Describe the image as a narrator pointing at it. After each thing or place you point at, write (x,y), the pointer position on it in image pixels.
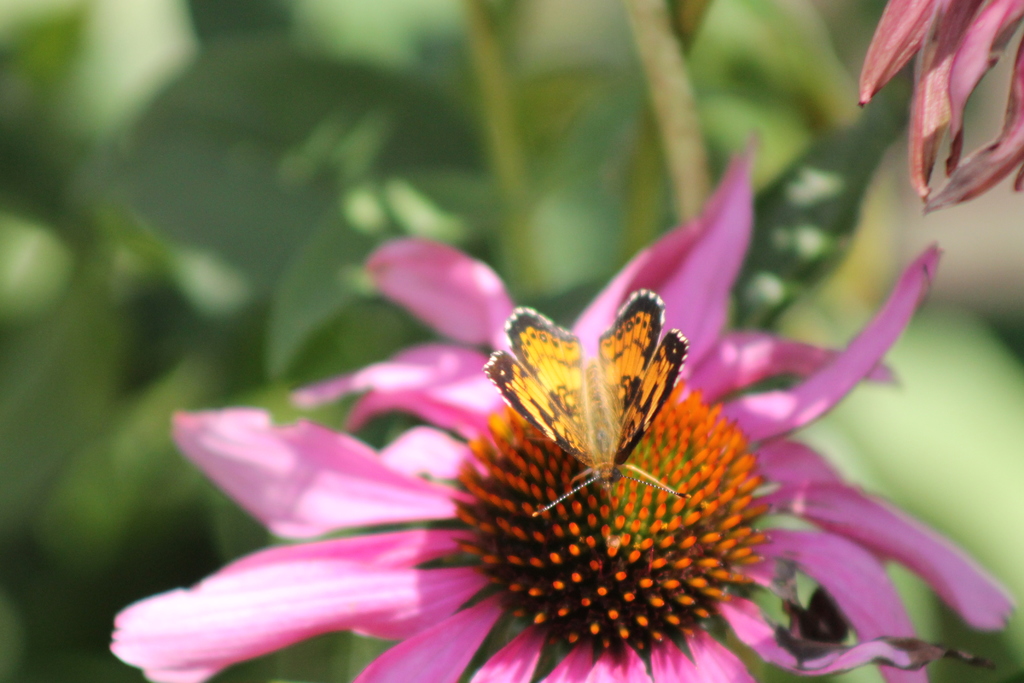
In the center of the image (564,401), we can see a butterfly (550,401) on the flower (630,566) and in the background (629,107), there are leaves (825,122) and petals (922,77).
